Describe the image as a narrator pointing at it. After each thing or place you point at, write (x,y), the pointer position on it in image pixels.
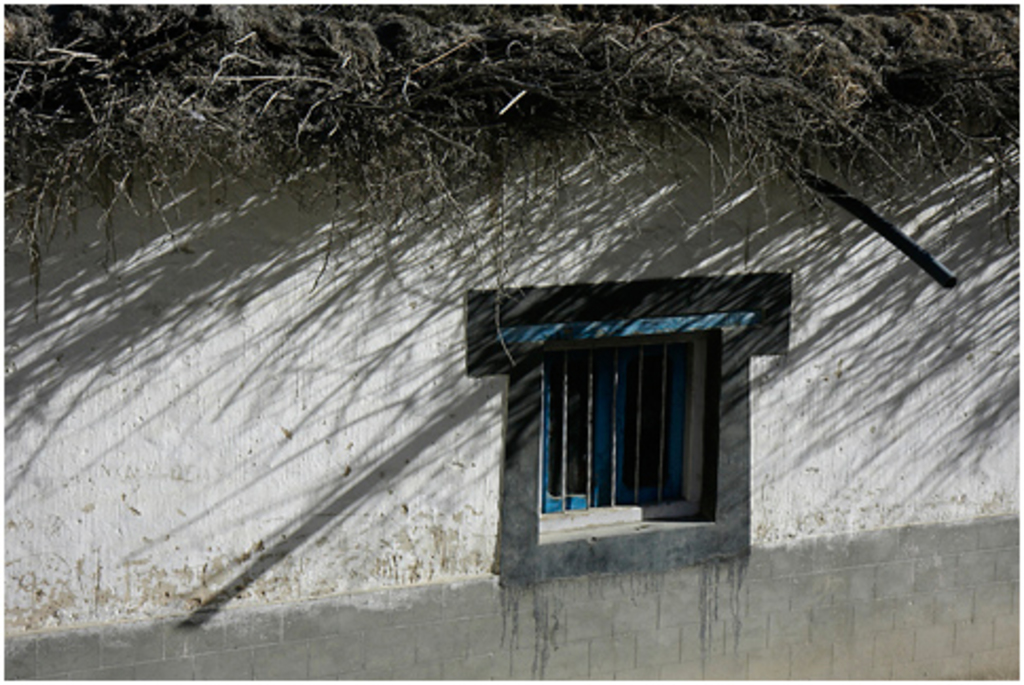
In this image we can see the wall (477,384) with a window (563,342), on the wall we can see some grass (918,28).
